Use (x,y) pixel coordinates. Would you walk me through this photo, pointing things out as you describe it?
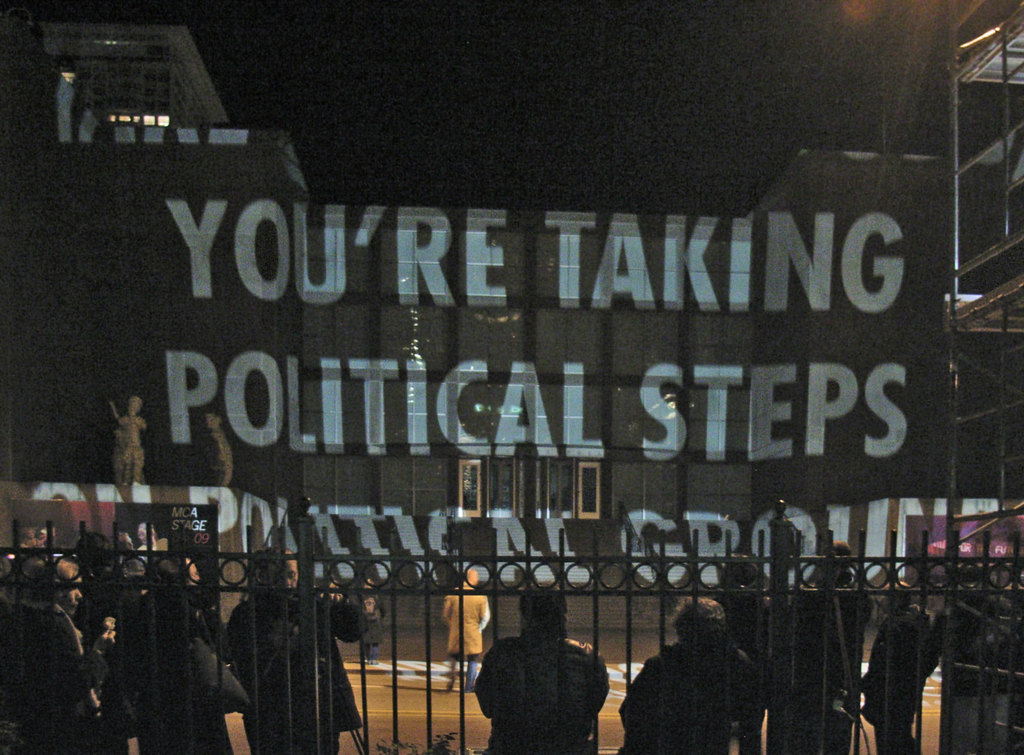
In this image we can see group of people (647,707) are standing, at the back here is the fencing (595,633), in front here is the wall (816,167), at above there it is dark.
